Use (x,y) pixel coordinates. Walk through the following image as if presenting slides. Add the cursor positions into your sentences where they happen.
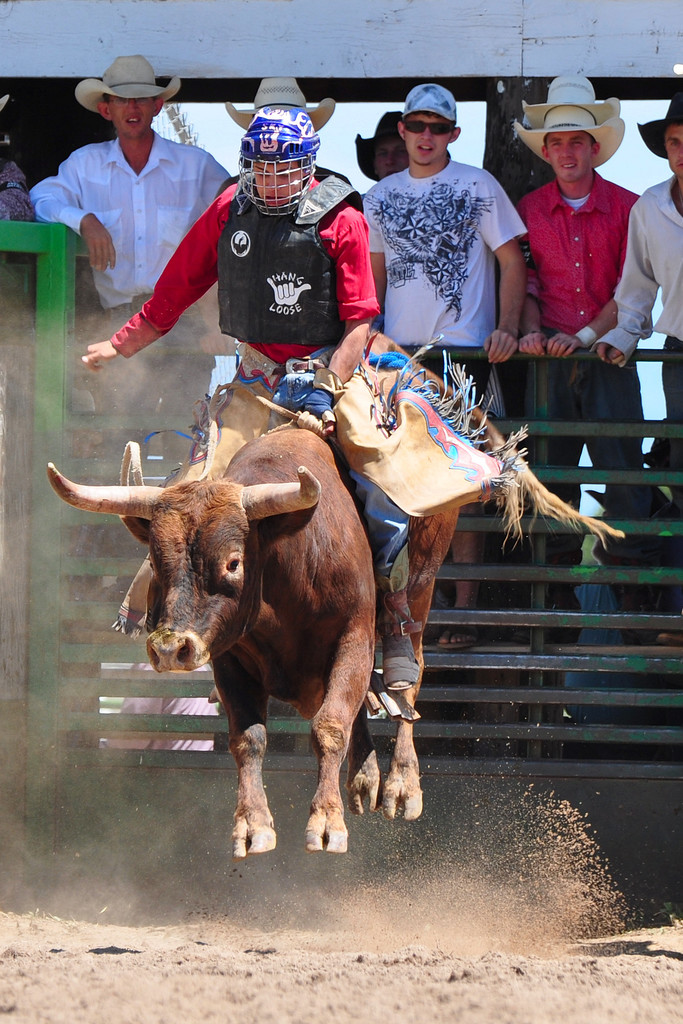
In this image we can see a person (321,405) sitting on the animal (278,594) and behind them, we can see people (567,151) wearing caps (610,131) and we can also see a fence (481,722).
